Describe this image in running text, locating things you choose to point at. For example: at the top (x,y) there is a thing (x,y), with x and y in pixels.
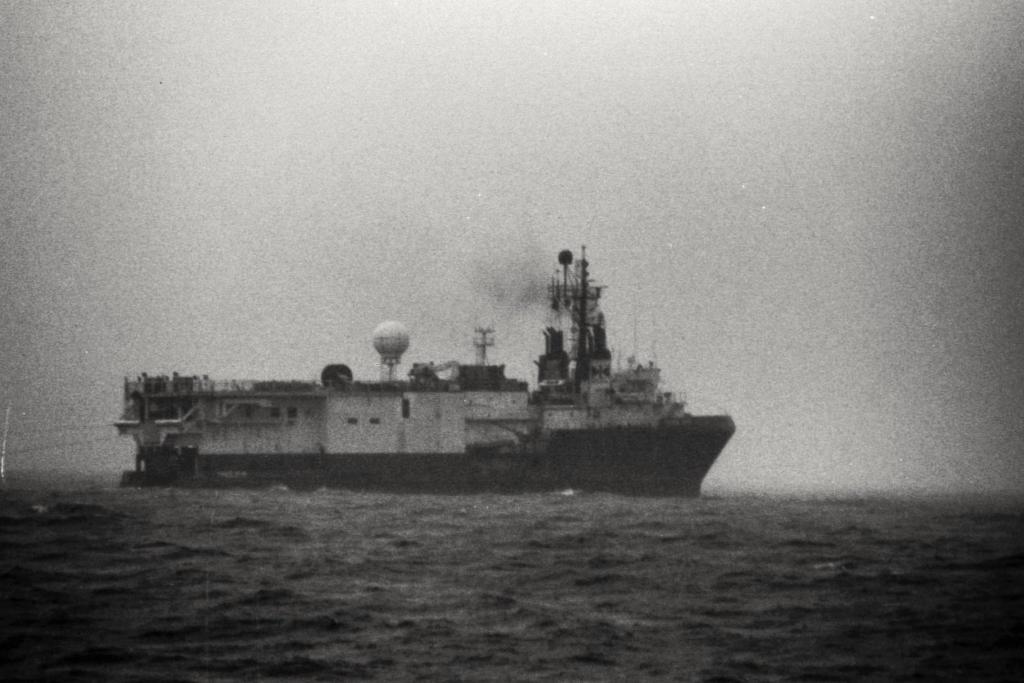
As we can see in the image there is water (638,553), boat (481,415) and sky (467,167). The image is little dark.
